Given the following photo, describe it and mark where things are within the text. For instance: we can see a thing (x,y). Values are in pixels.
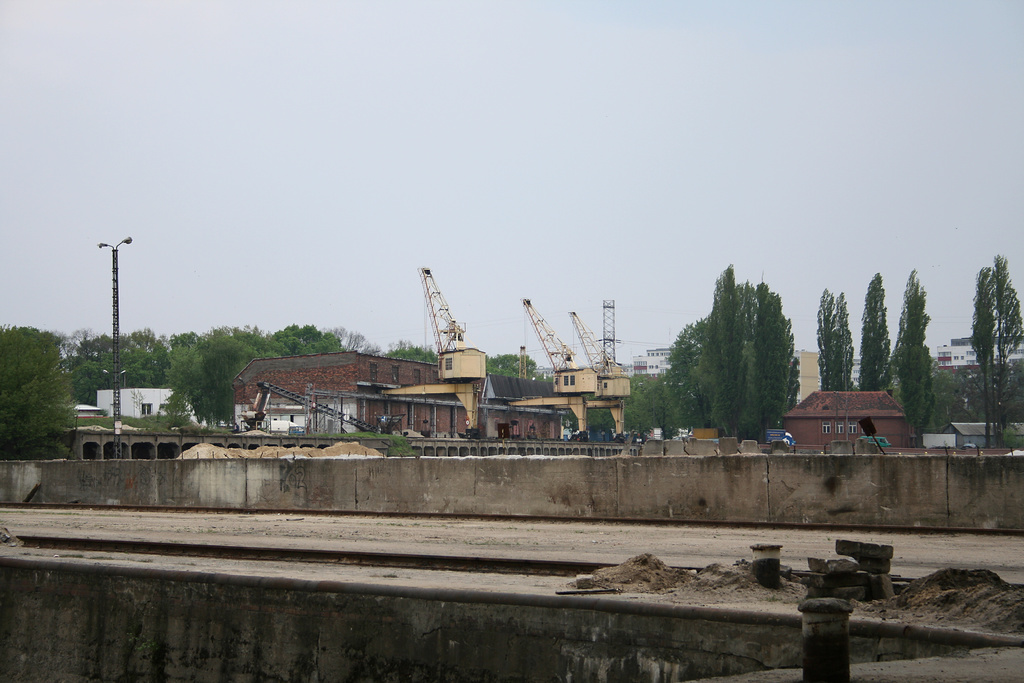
In this image, in the middle (585,412) there are houses (526,420), trees (66,408), streetlights (115,375), stones (679,441), wall (608,511), machines (583,419), sky (403,321).
